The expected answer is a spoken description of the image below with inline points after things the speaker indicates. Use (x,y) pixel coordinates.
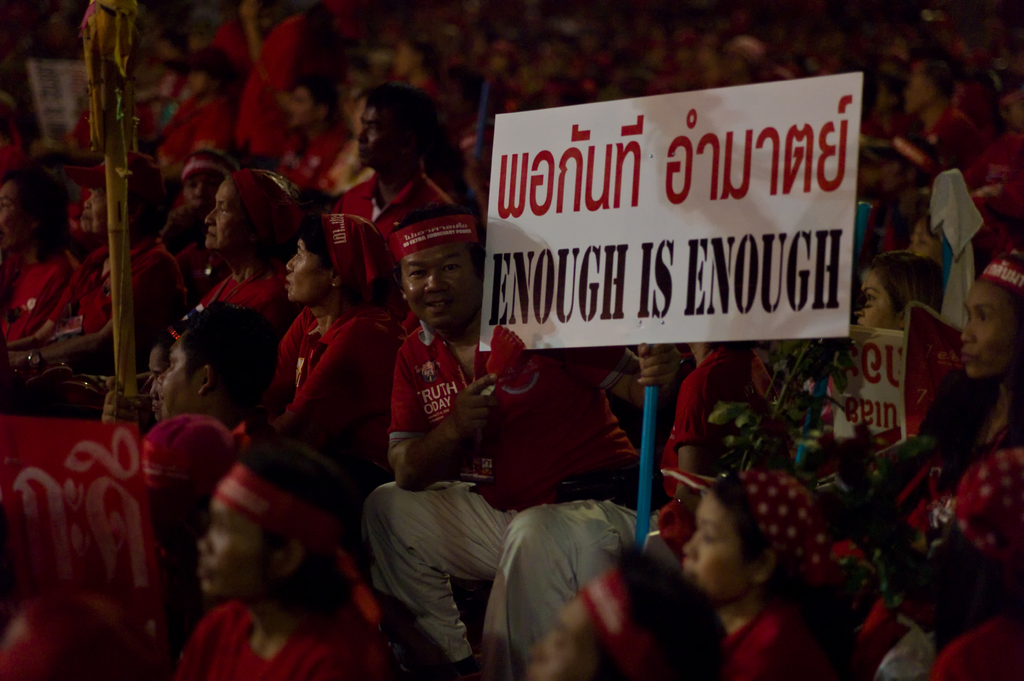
In the image there is a crowd (485,395) and most of them are wearing red dress (360,416) and few people (441,262) were holding some boards (730,325) in their hands (646,378).
